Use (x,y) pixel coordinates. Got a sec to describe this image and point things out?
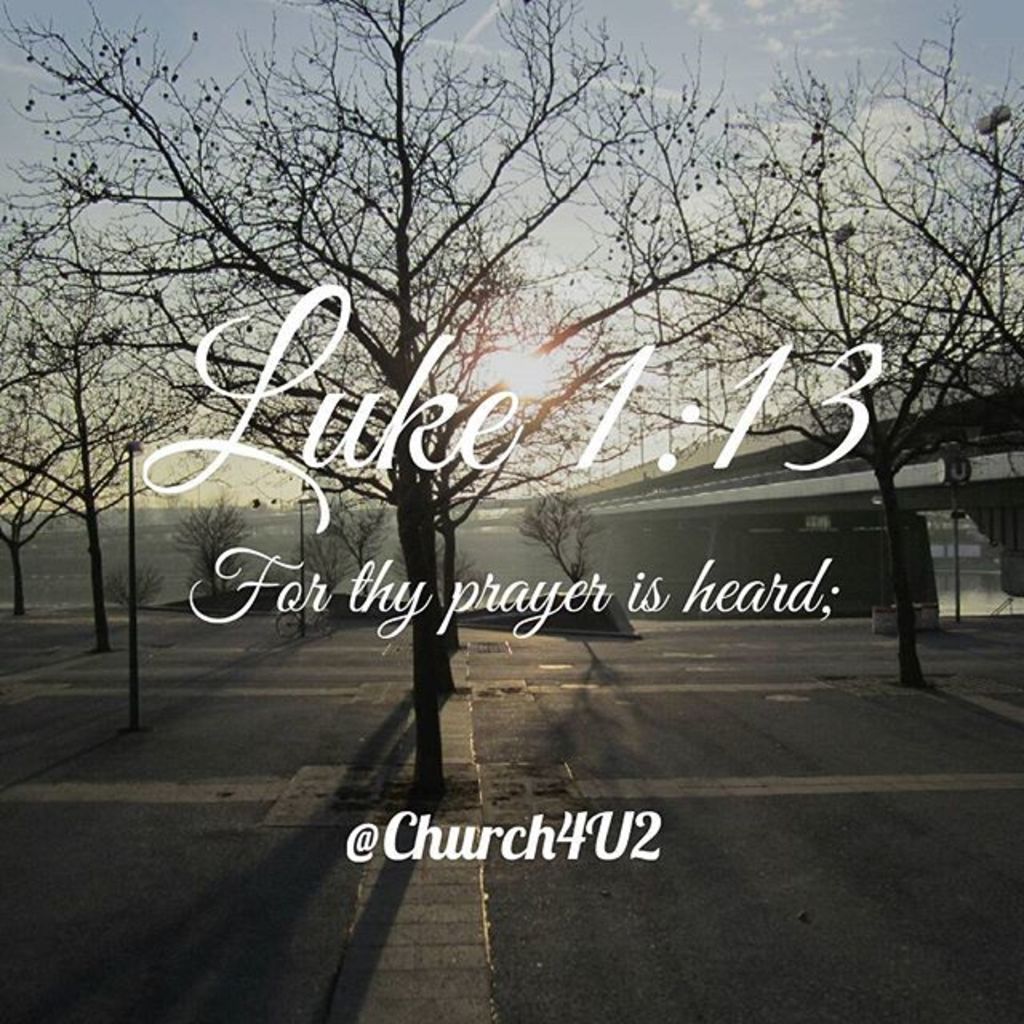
At the bottom of the image (323,712) there is a road (393,726) with many trees (900,571) without leaves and also there are few poles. In the background (853,467) there is a flyover (1010,502). At the top of the image (672,153) there is a sky (560,307).
